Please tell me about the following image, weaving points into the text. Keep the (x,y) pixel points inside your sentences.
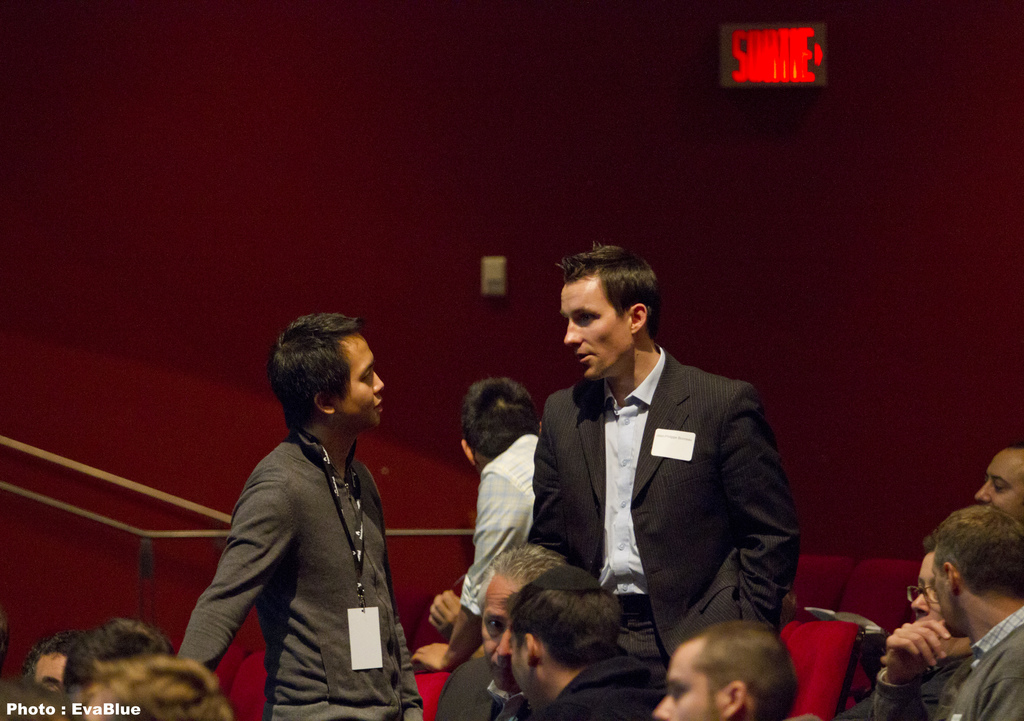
In this picture there are three people (701,469) standing and there are group of people (701,642) sitting on the chairs (857,699). At the back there is a hand rail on the wall (798,150) and there is an object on the wall (365,439). At the top (791,73) there is a board (764,79) and there is text (777,70) on the board (781,48). At the bottom left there is text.
